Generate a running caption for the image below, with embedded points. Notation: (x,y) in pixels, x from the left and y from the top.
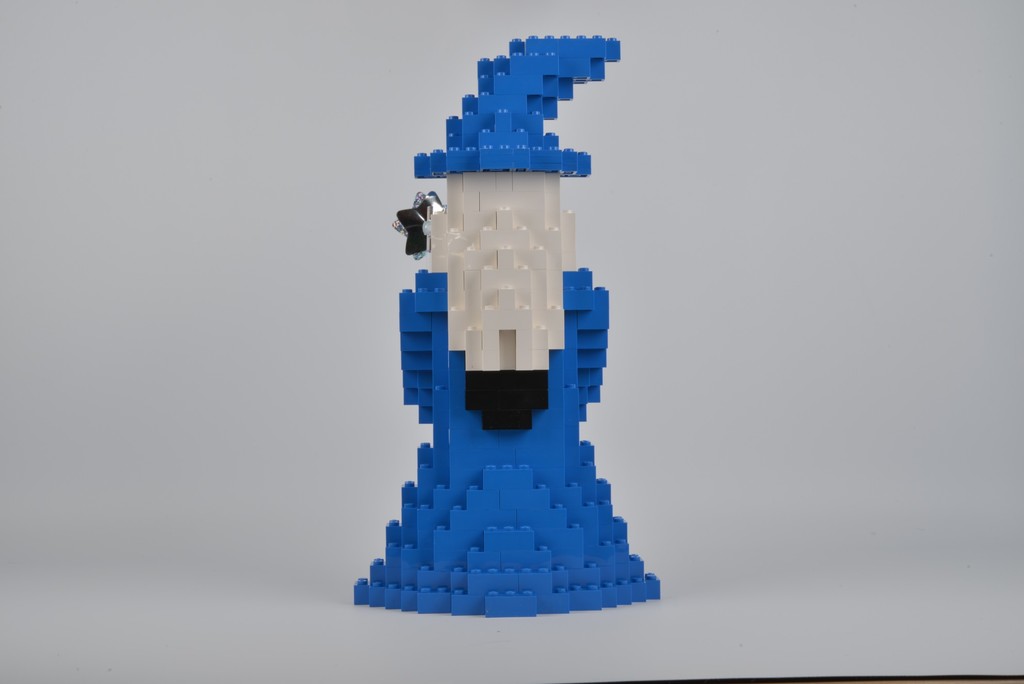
In this image I can see an object (502,457) in blue, black and white color and I can see white color background (71,59).
